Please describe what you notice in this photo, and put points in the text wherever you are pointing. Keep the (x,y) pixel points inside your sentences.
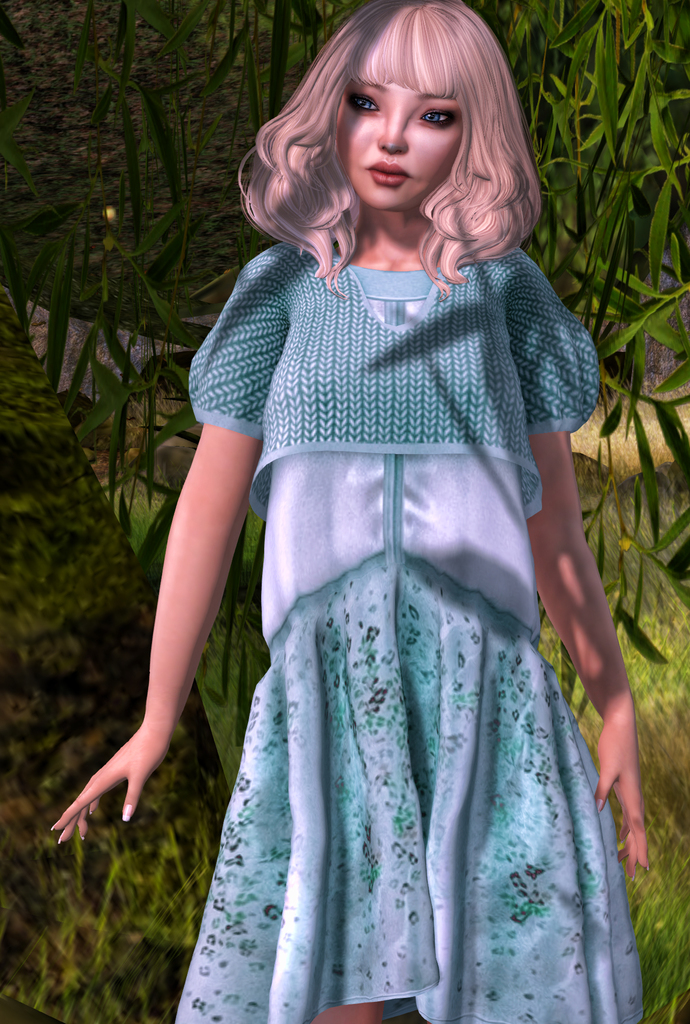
This is an animation in this image in the foreground (342,560) there is one woman (350,497) who is standing, and in the background (644,47) there are some plants (669,316) and grass (652,434).
